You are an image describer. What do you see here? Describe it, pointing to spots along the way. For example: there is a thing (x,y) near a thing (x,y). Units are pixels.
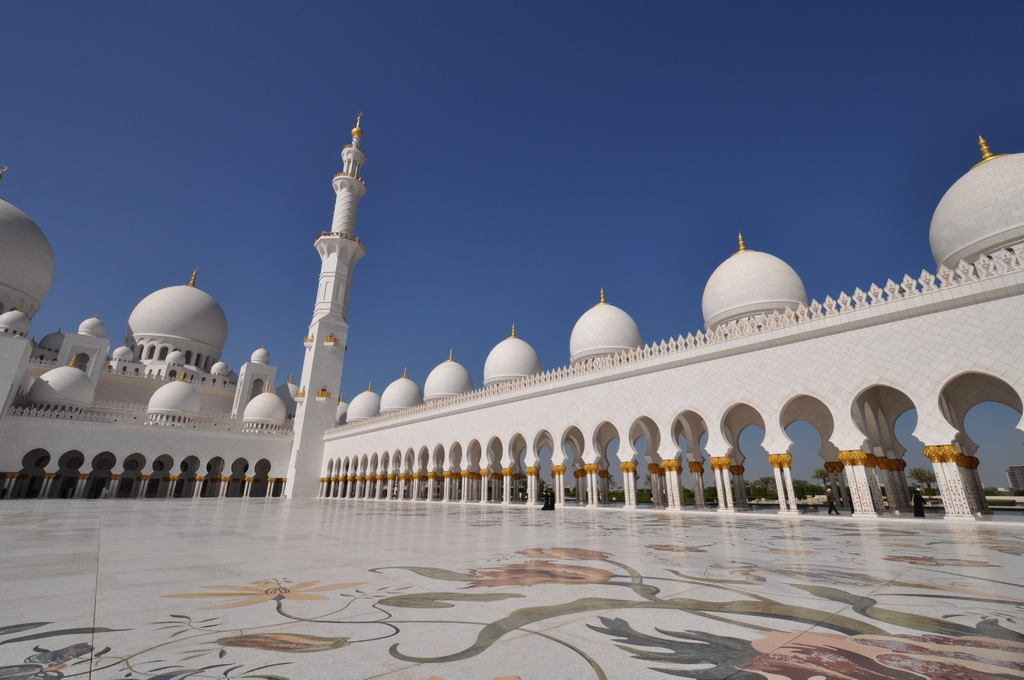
In this image we can see a mosque (736,482) and there are people (835,507). At the bottom (403,602) there is a floor (453,577). In the background (466,229) there is sky (240,132) and we can see trees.
